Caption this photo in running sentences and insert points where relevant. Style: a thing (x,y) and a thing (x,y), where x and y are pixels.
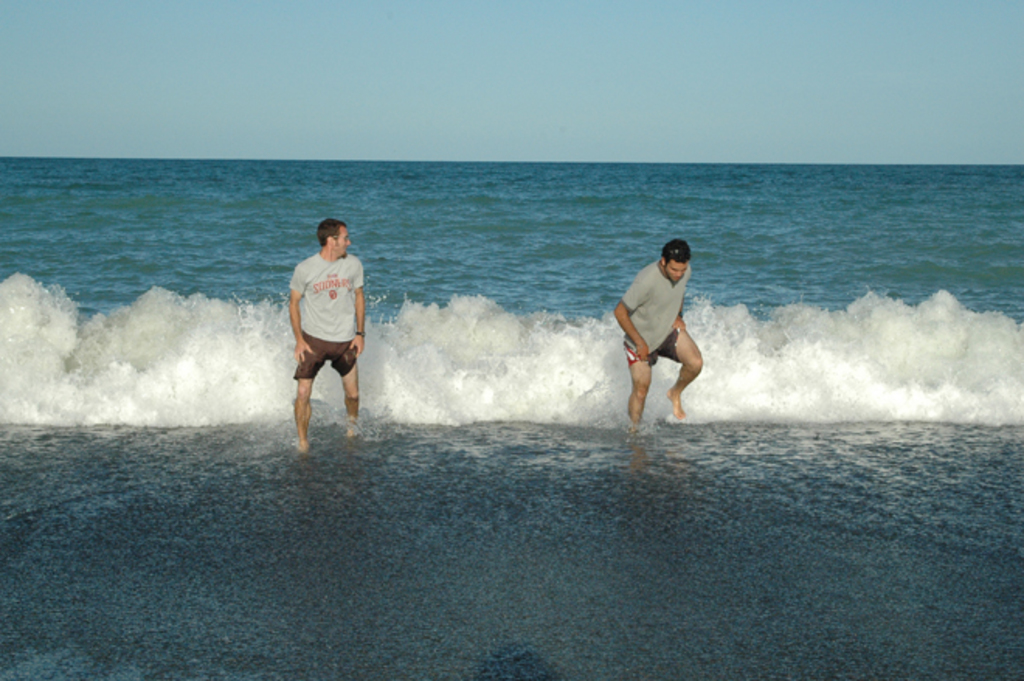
In this image we can see two people (644,295) in the water (498,169), in the background (714,84) we can see the sky (715,42).
